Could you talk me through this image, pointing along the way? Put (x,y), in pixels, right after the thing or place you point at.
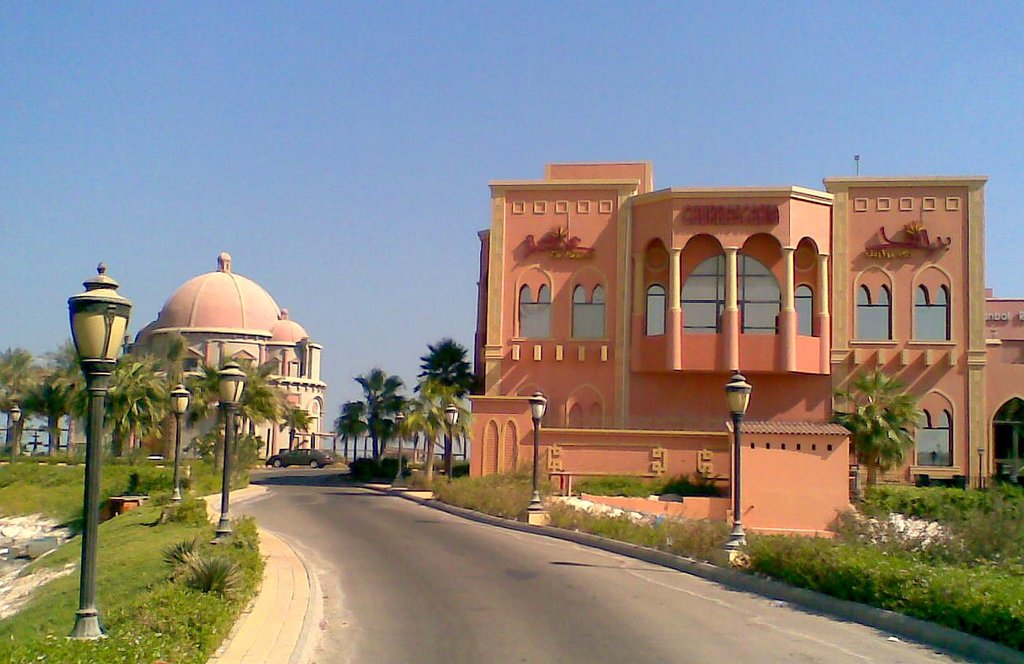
In the picture there is a plain road (317,500) and around the road (322,495) there are pole lights (178,387), grass (26,468), plants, trees (270,365) and buildings (602,456). In the background (299,455) there is a vehicle (321,464) kept in front of one of the building (273,443).
